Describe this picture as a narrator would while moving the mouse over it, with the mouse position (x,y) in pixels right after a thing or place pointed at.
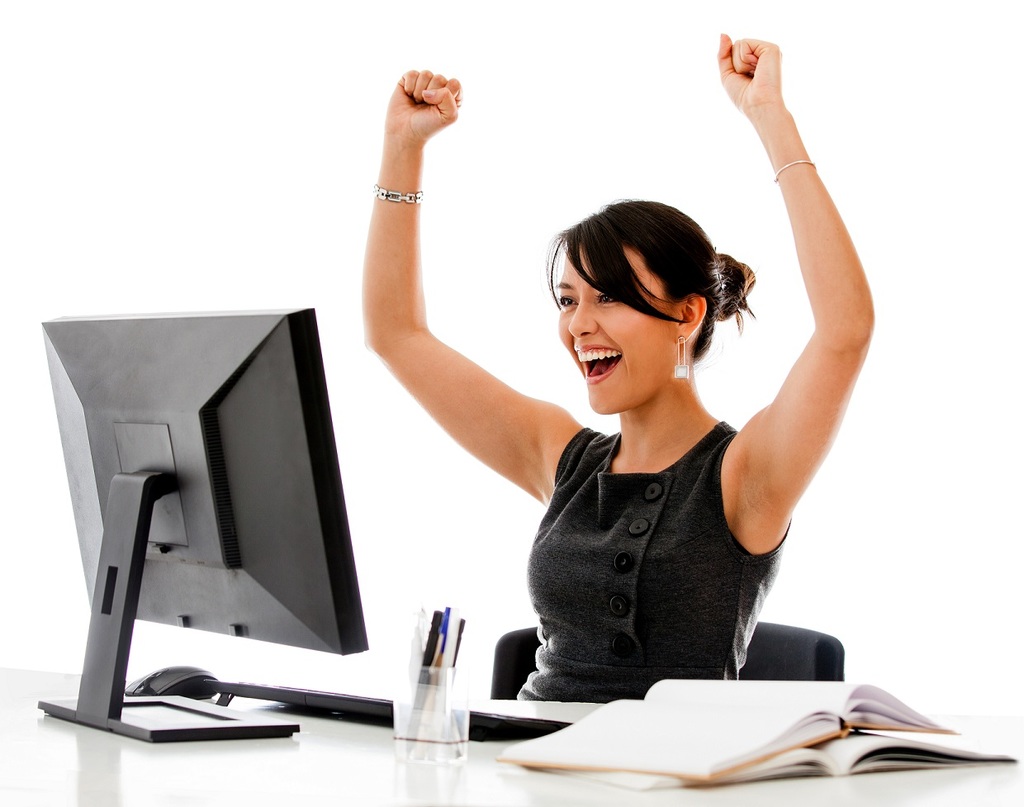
In this picture we can see that a girl (646,501) is very happy and shouting, sitting on the chair (757,662), in front of computer screen (264,575) and pen holder (439,712) and having couple of book (782,763) on the top of the table (224,793).
